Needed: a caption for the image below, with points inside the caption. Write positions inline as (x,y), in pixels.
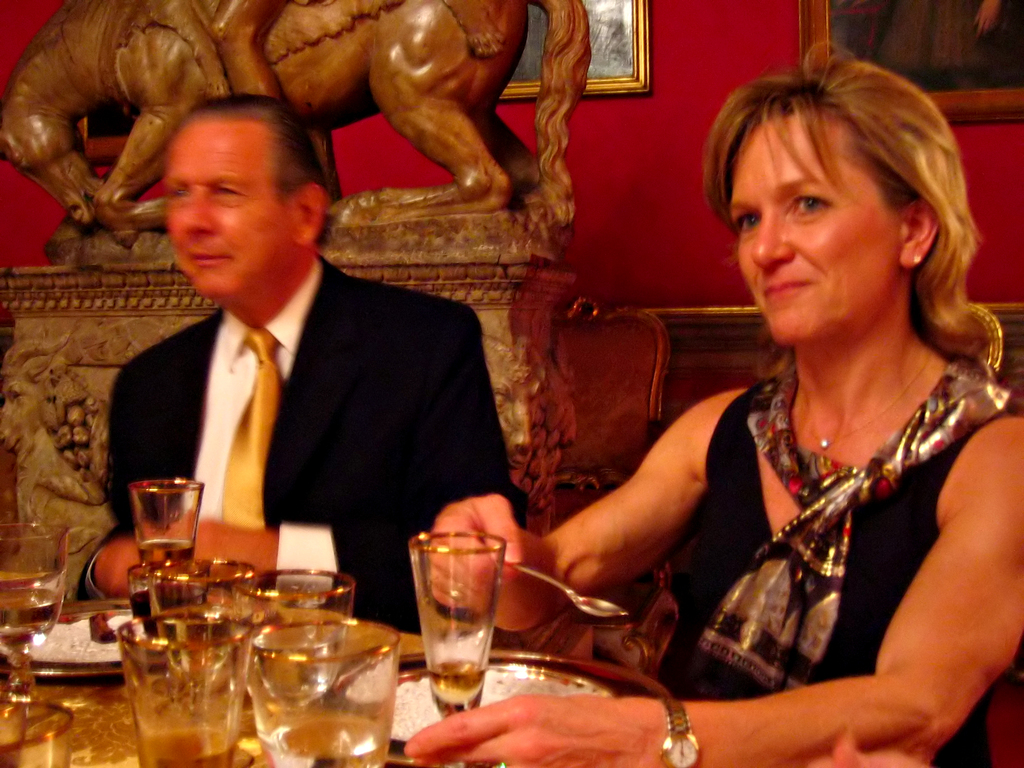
In this image I can see two persons (475,442) and in the front of them I can see number of glasses (251,634) and few plates (392,742). On the right side of this image (740,430) I can see one of them is holding a spoon (547,581). In the background (40,110) I can see a sculpture (95,243) of an animal (576,47) and few frames (609,8) on the wall (652,151).
